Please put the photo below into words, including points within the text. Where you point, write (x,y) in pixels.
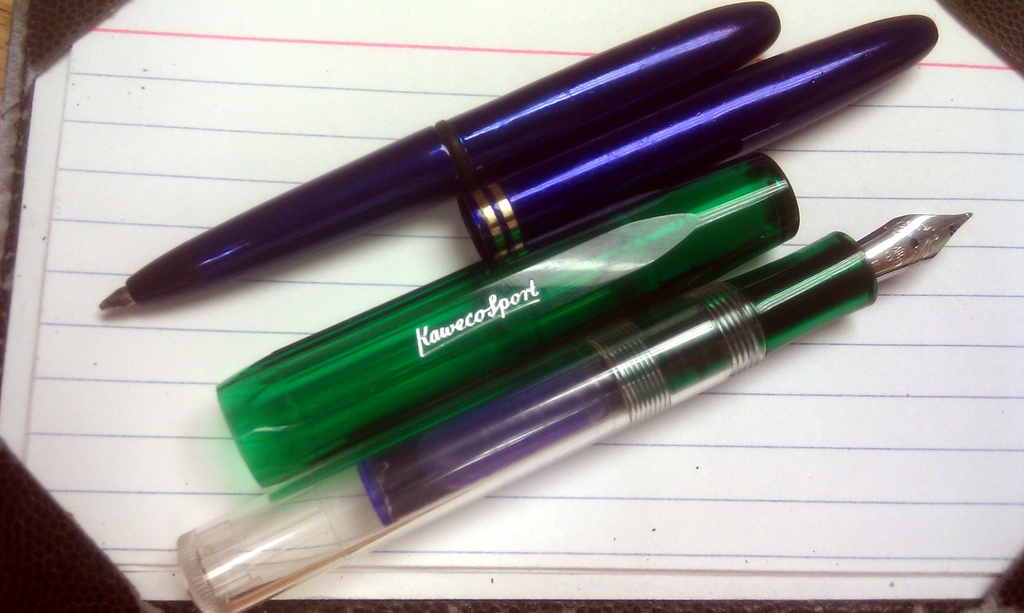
We can see pens (629,349) and caps (617,257) on a paper (691,455).
